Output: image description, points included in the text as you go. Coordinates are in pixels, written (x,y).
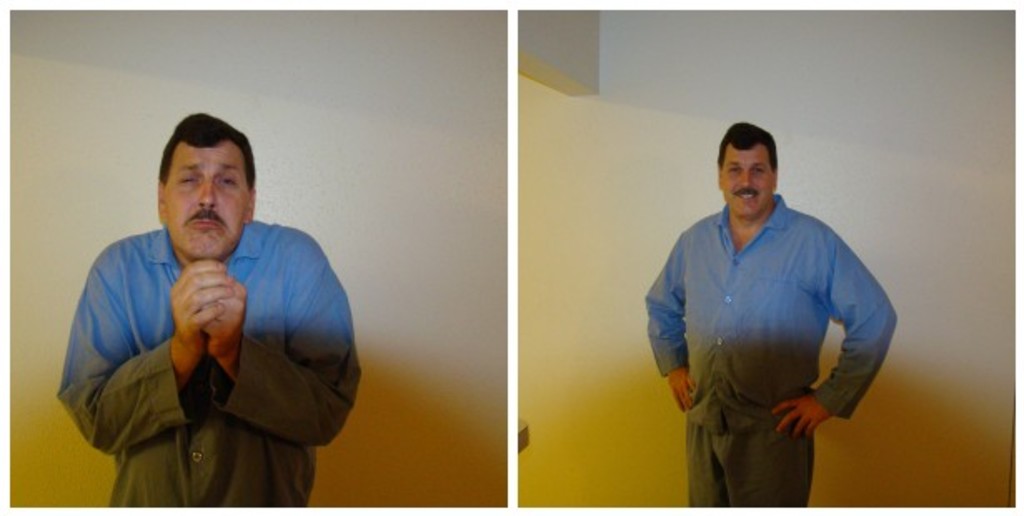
In this image I can see replica of two pictures (388,175), on which on the left side (215,314) there is a person (228,311) standing might be in front of the wall (129,138), on right side (913,205) there is a person (764,300) standing might be in front of the wall (783,169), he is smiling.
